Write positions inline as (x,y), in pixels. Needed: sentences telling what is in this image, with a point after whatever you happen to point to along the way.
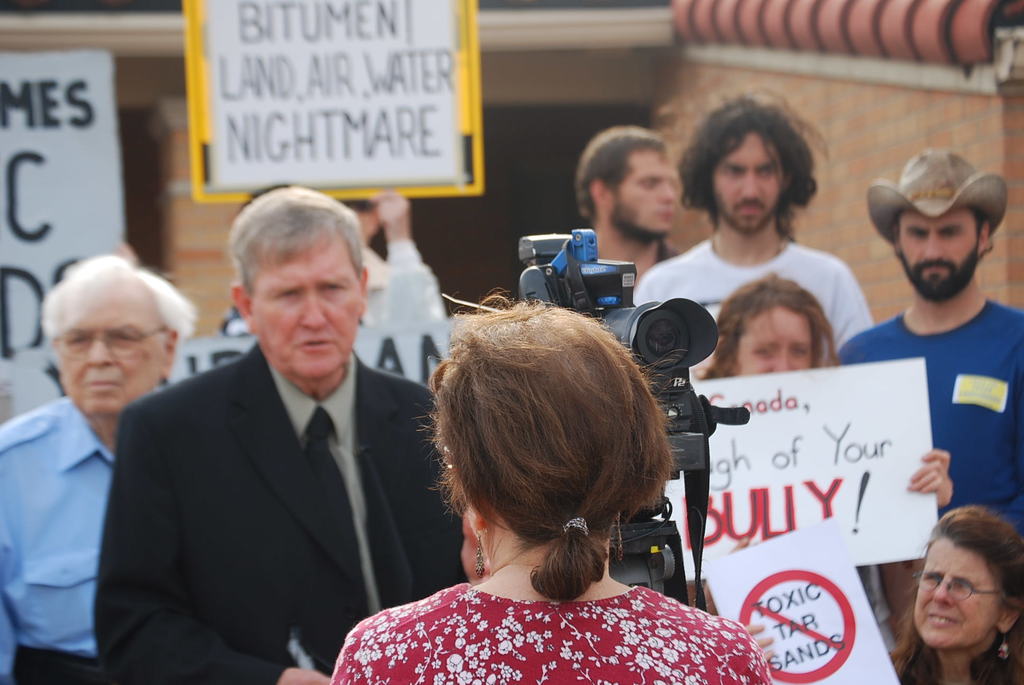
At the bottom of the image (400,661) a woman (537,315) is standing and holding a camera (639,325). behind her few people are standing and holding some banners (68,171). Behind them there is a building (1005,30).
